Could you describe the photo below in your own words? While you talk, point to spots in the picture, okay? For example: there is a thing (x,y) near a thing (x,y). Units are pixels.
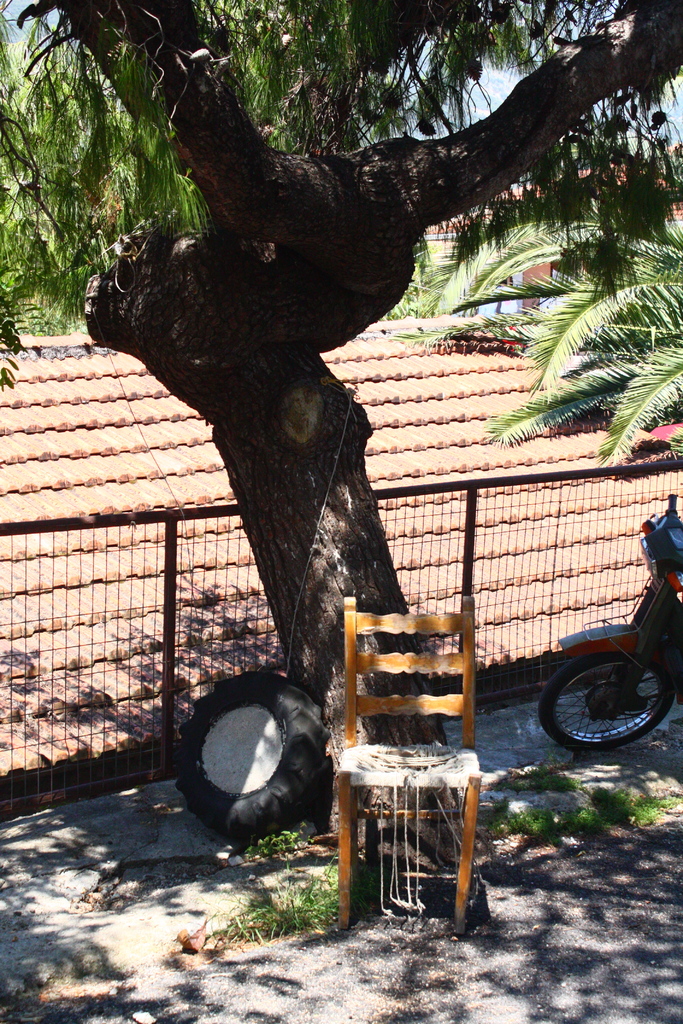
This picture is taken outside the house (52,480). In the center of the image (255,344) there is a tree (245,506). In the center of the image (361,660) there is a chair (469,862) and a tyre (232,712) also. On the right (604,645) there is a vehicle (640,656). In the center of the image (238,528) there is railing (30,535). In the background (465,477) there are houses (526,278) and trees (62,118). Sky (492,84) is clear.
